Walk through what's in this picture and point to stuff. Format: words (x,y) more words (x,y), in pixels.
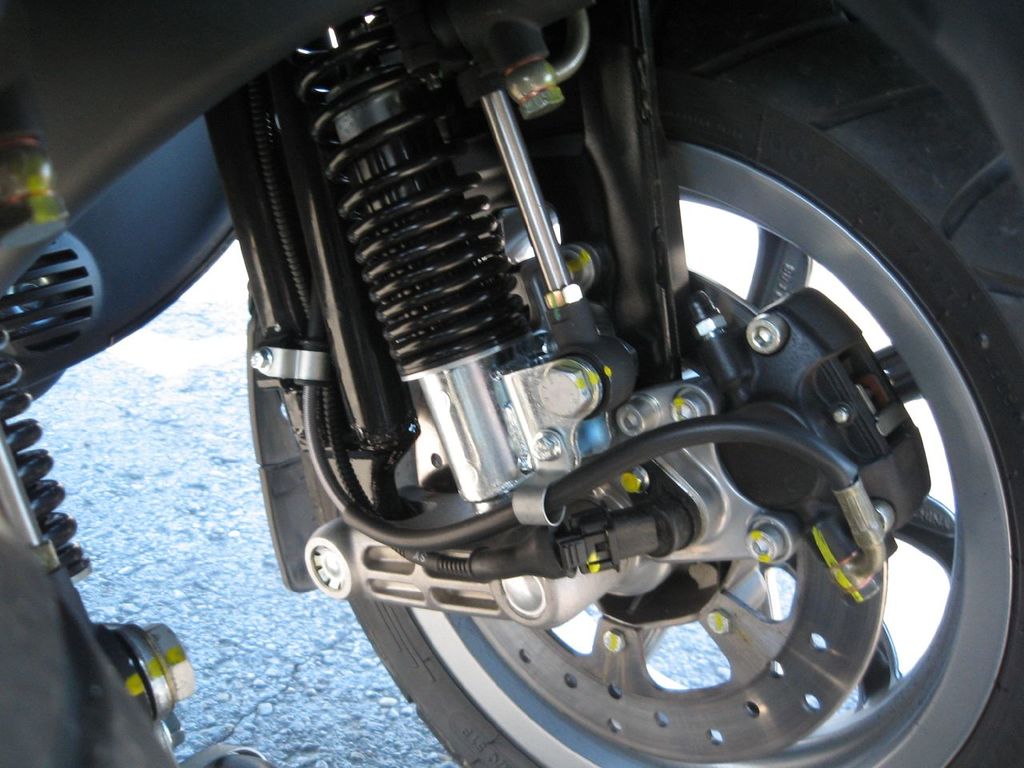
In this image we can see part of a vehicle (408,262) with wheel (789,180), wires (473,532), bolts (680,399) and few other things (301,226).
